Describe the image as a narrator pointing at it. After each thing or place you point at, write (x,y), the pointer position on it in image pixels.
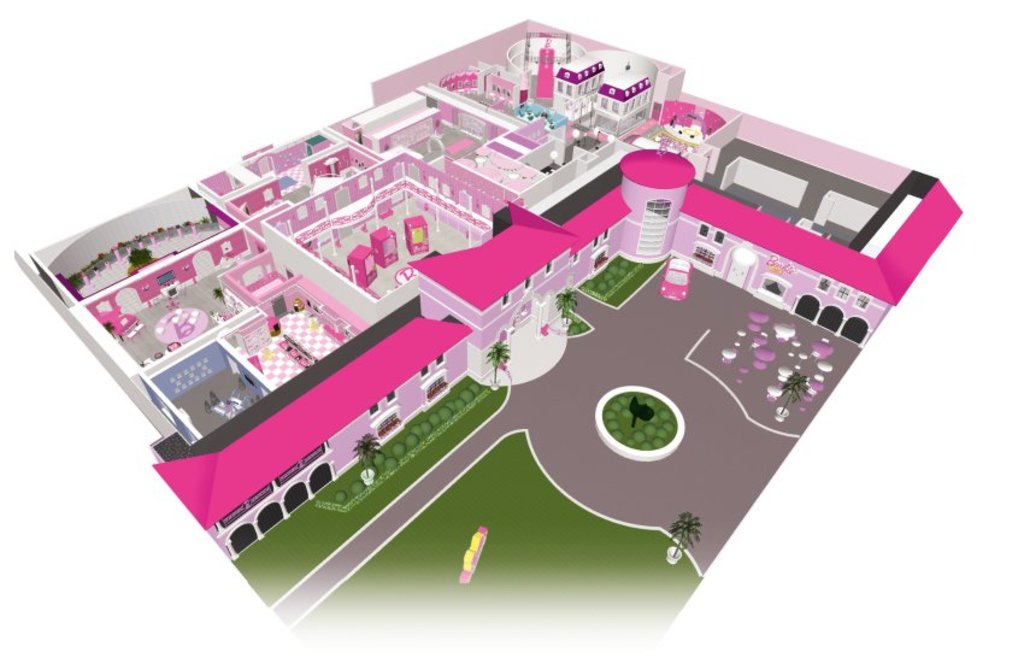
This image is an animation. In this image we can see a building (279,343) and there are trees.
